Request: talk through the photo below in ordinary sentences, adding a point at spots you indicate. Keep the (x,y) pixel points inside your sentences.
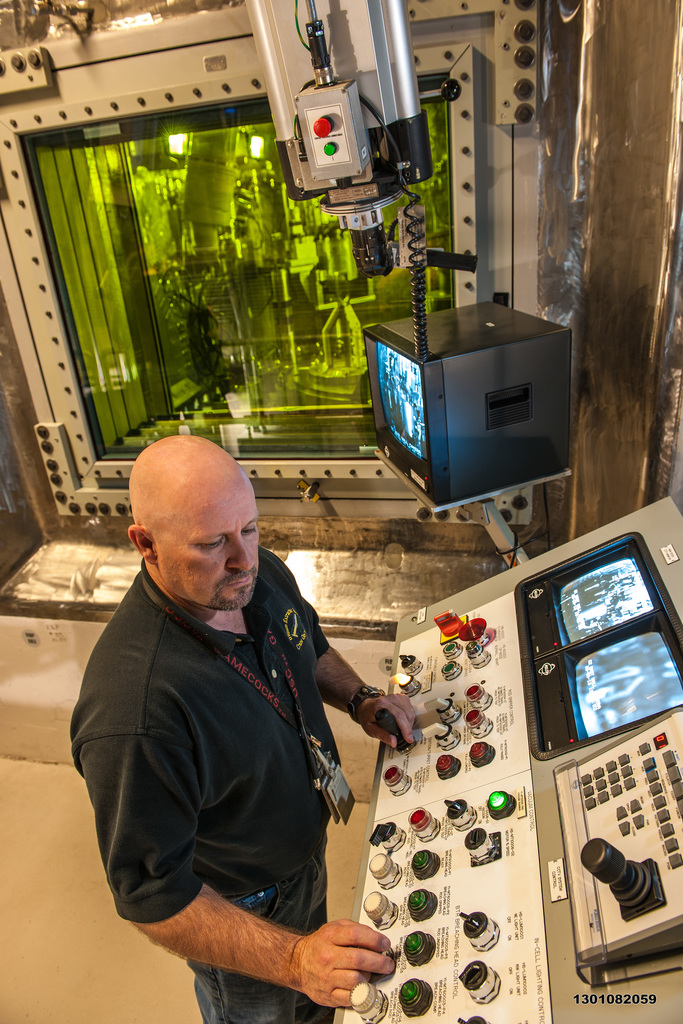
A person (97,679) is standing wearing a black t shirt (225,688) and id card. He is operating a machine (436,732). In front of him there are buttons (406,656) and screen (611,684). At the back (530,483) there is a screen (417,438) and a machine (332,395).
